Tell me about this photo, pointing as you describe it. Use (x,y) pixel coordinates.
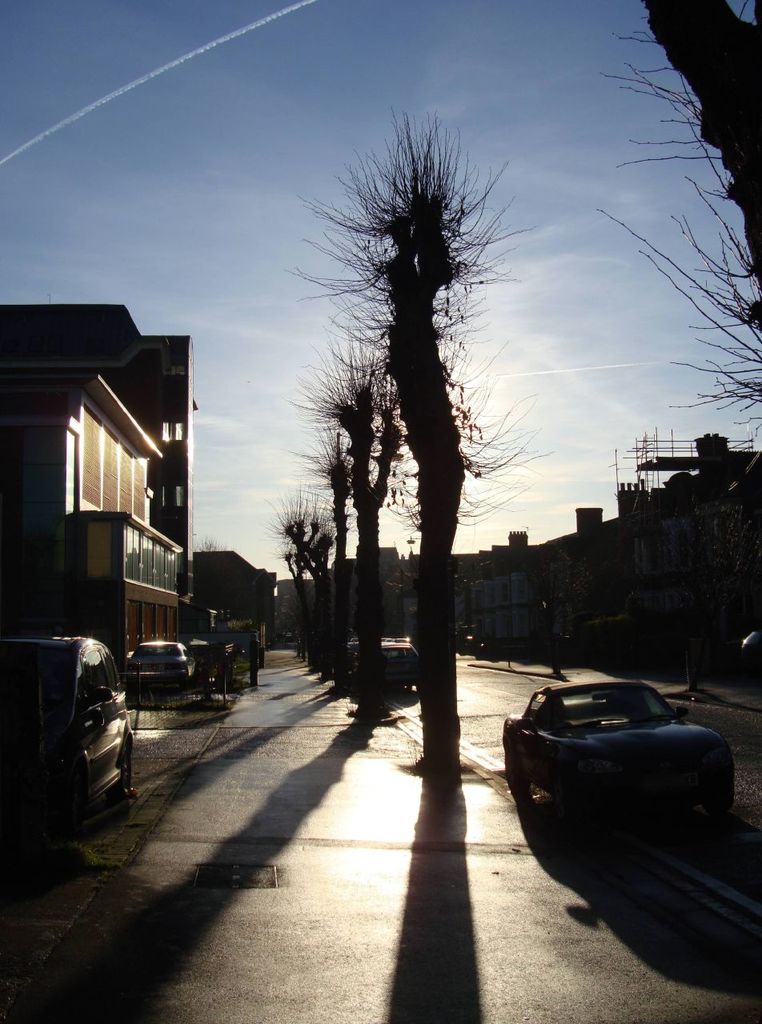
In this image we can see a group of vehicles (627,733), buildings (384,625) and trees (318,642). At the top (99,194) we can see the sky (334,272).
